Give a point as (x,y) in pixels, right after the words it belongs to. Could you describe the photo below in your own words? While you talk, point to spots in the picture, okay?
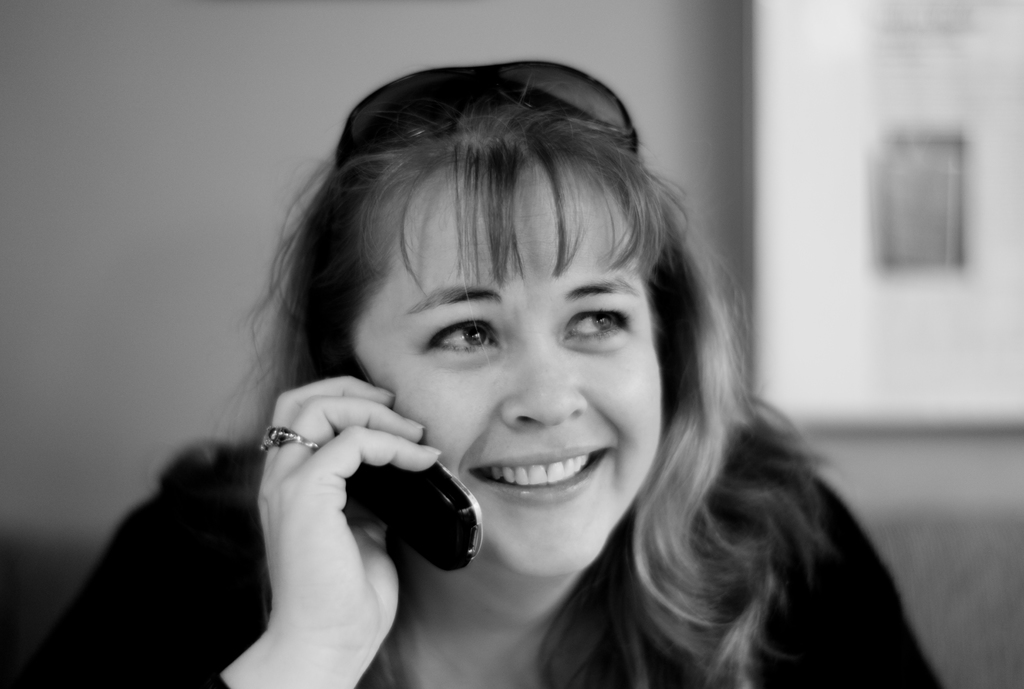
In this image we can see a woman (526,478) holding a cellphone (458,509) and goggles (474,94) on her head (484,110) and a blurry background (27,451).
